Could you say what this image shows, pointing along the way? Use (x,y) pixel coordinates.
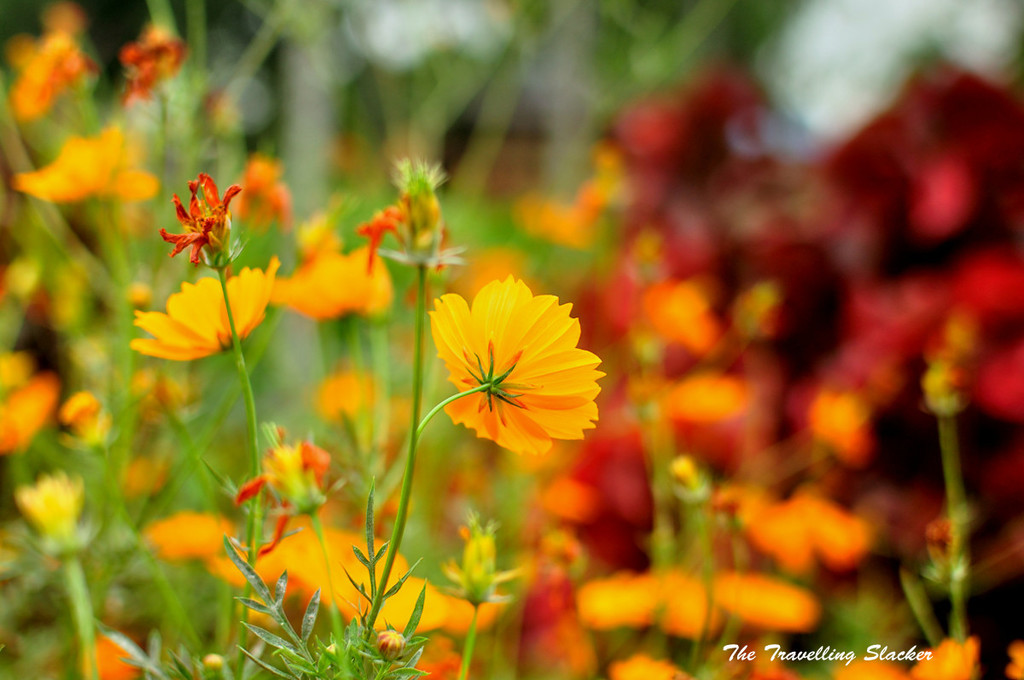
It is an edited image there are beautiful flower plants (346,381) and among them only the first plant (276,595) is highlighted, there is some text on the bottom right corner (782,653).
